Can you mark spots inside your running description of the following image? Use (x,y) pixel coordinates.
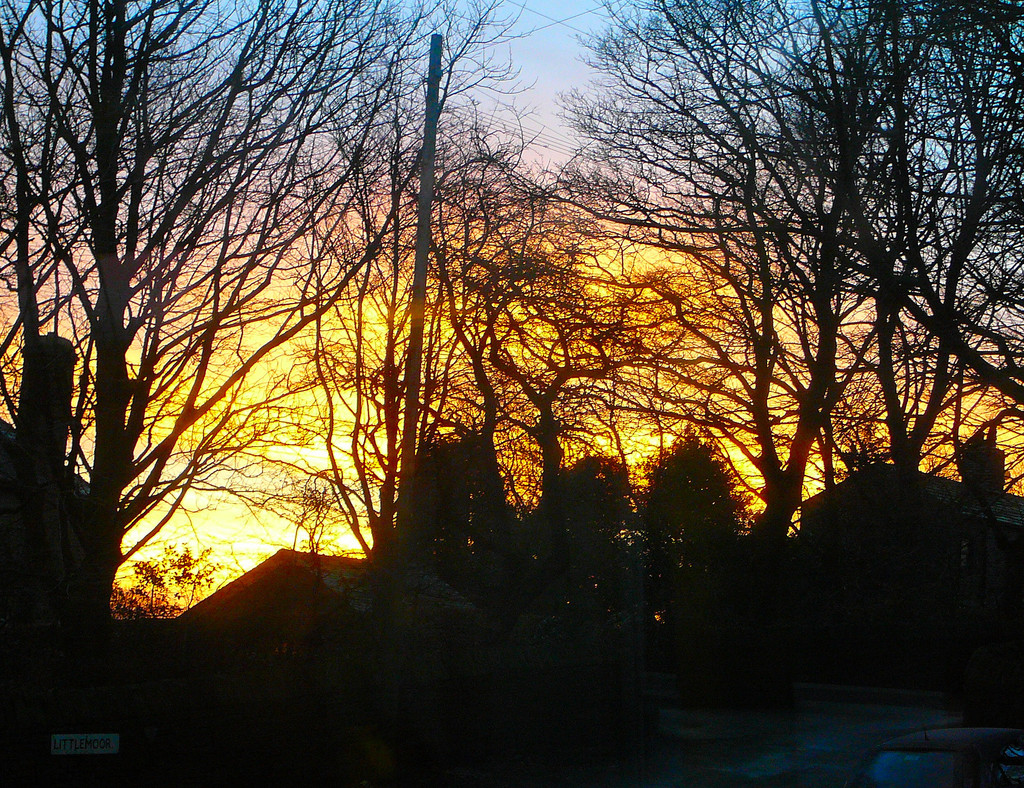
In this picture I can see houses (255,625) and trees (385,539). I can see sunlight (340,347) in the background (360,281).
